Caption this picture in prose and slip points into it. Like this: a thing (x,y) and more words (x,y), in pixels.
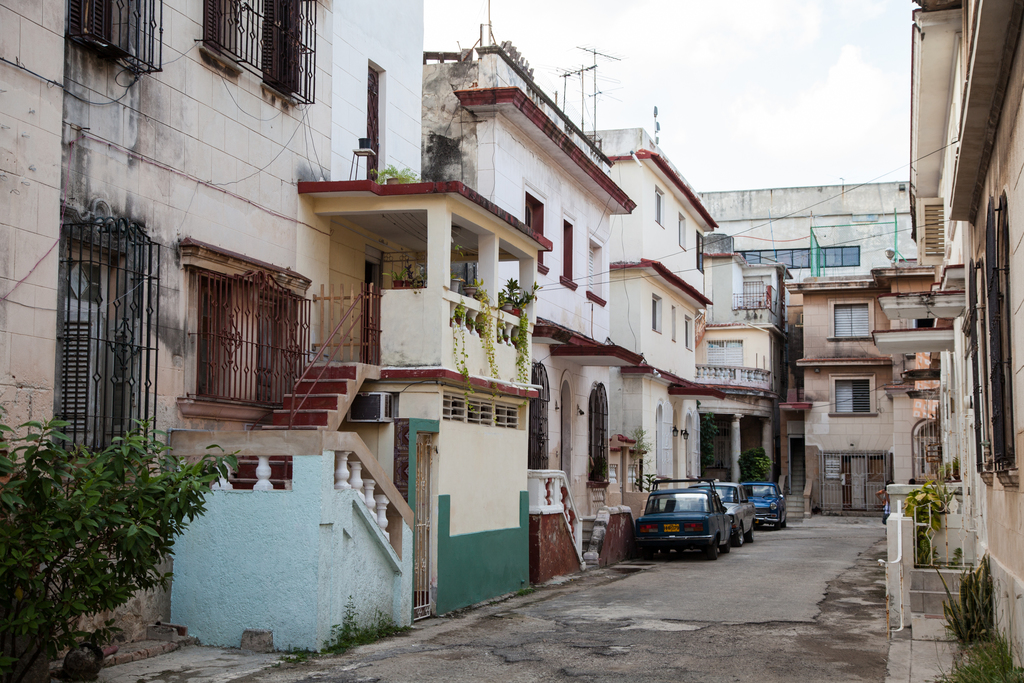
In the picture I can see some houses (245,235), stairs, plants (155,511) in front of the houses (721,471), windows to the wall (986,205) and some vehicles (733,515) are parked in front of the houses (807,508).
